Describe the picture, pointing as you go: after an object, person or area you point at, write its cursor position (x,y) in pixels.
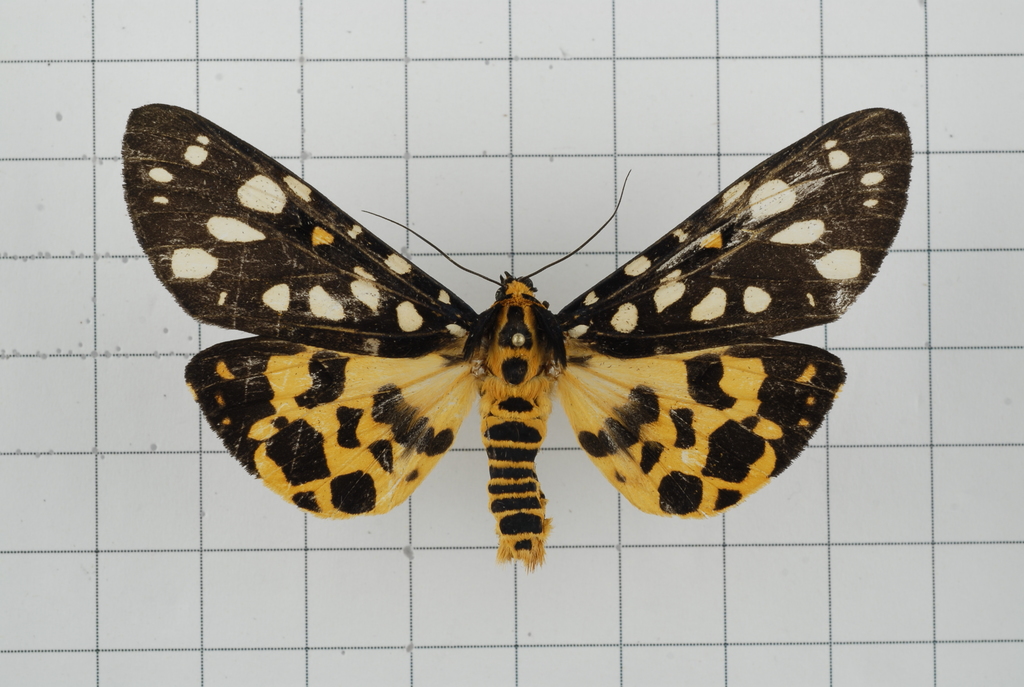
This is a zoomed in picture. In the center (447,435) there is a butterfly (650,488) on a white color object (558,478) seems to be the wall (307,151).
